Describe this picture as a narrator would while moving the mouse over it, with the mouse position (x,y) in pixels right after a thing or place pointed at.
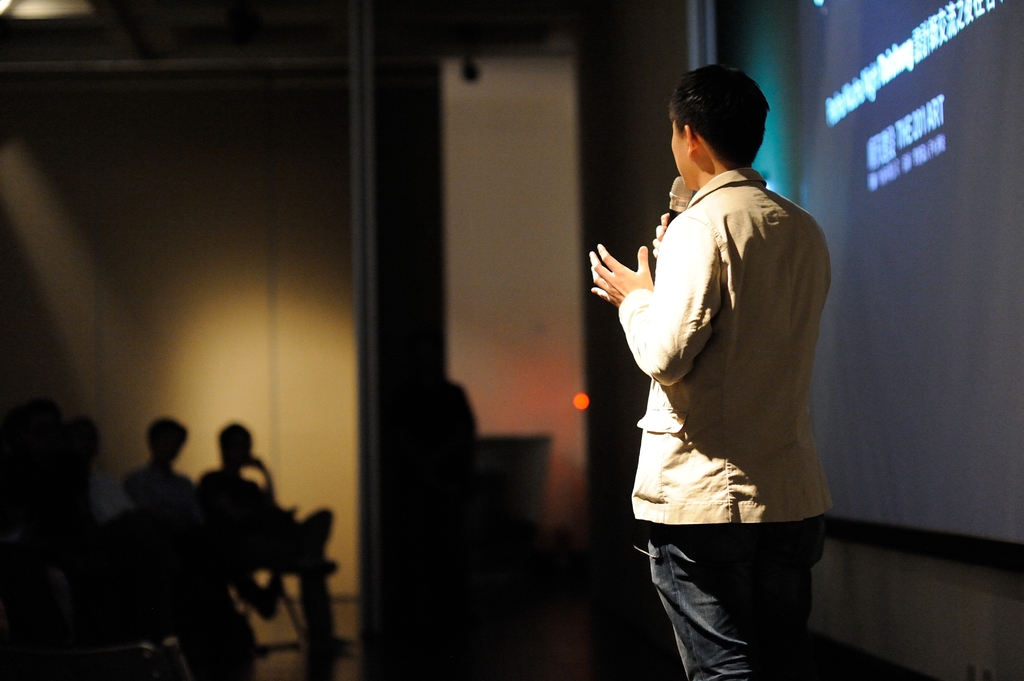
In this image there is a person (638,314) standing on the stage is speaking in a mic (675,212), behind the person (693,257) there is a screen (871,151) on the wall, in front of the person (696,372) there are a few people (211,530) sitting in chairs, beside them there is a wall (589,409) and there is a lamp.
